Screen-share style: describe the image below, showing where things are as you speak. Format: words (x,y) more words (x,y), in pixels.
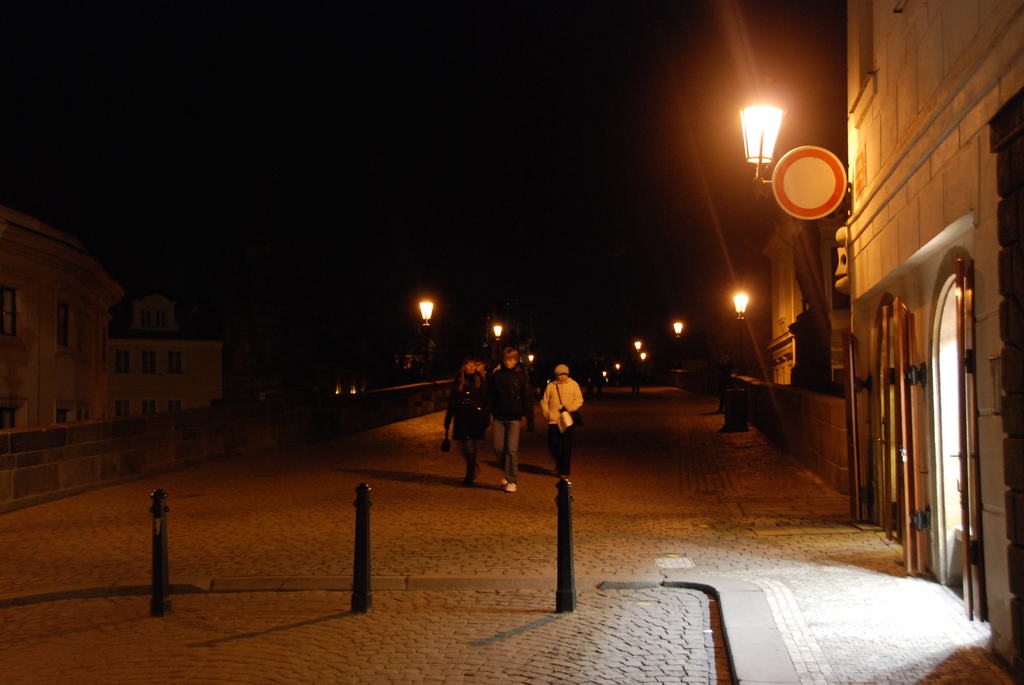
This image is clicked on the road (633,440). In the front (554,431), there are three persons (507,478) walking. On the right (885,249), there are buildings (988,595) along with a light (755,145). On the left (1,218), there is another building (54,365). At the bottom (407,627), there is a road (636,606). In the background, there are lights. At the top (498,149), there is sky (520,110).
